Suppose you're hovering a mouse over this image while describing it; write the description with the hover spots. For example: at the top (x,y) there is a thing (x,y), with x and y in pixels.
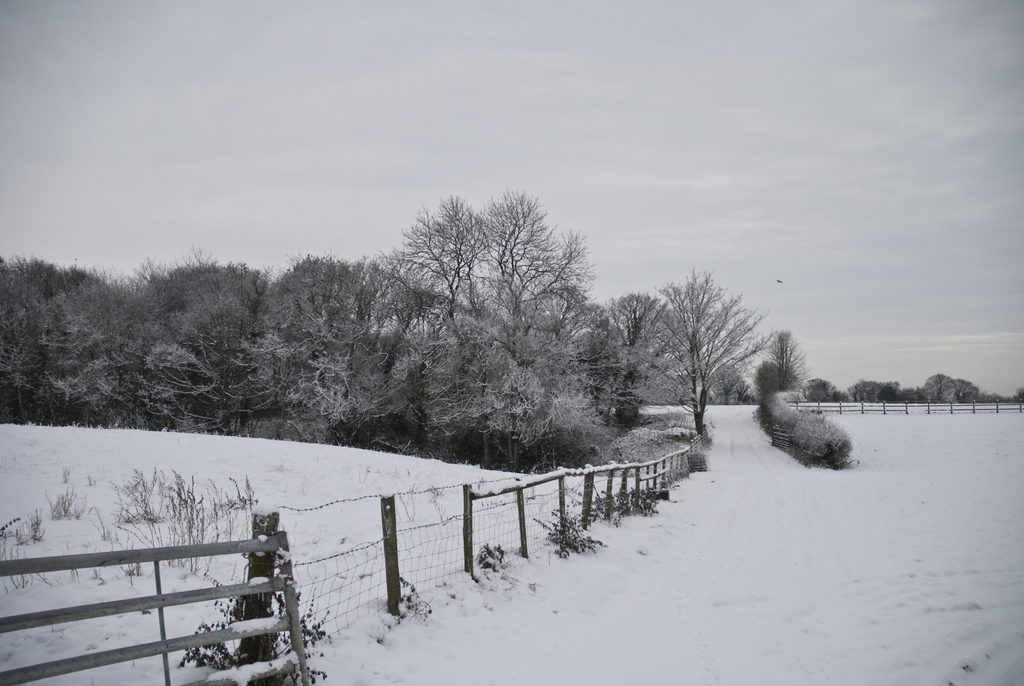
It is a black and white picture. In the front of the image (787,573) there is a railing (580,513), snow (534,478) and plants (606,512). In the background of the image (817,421) there are trees (594,386), railing (842,407), plants (785,405) and cloudy sky (451,153). Land (811,539) is covered with snow (652,658).
